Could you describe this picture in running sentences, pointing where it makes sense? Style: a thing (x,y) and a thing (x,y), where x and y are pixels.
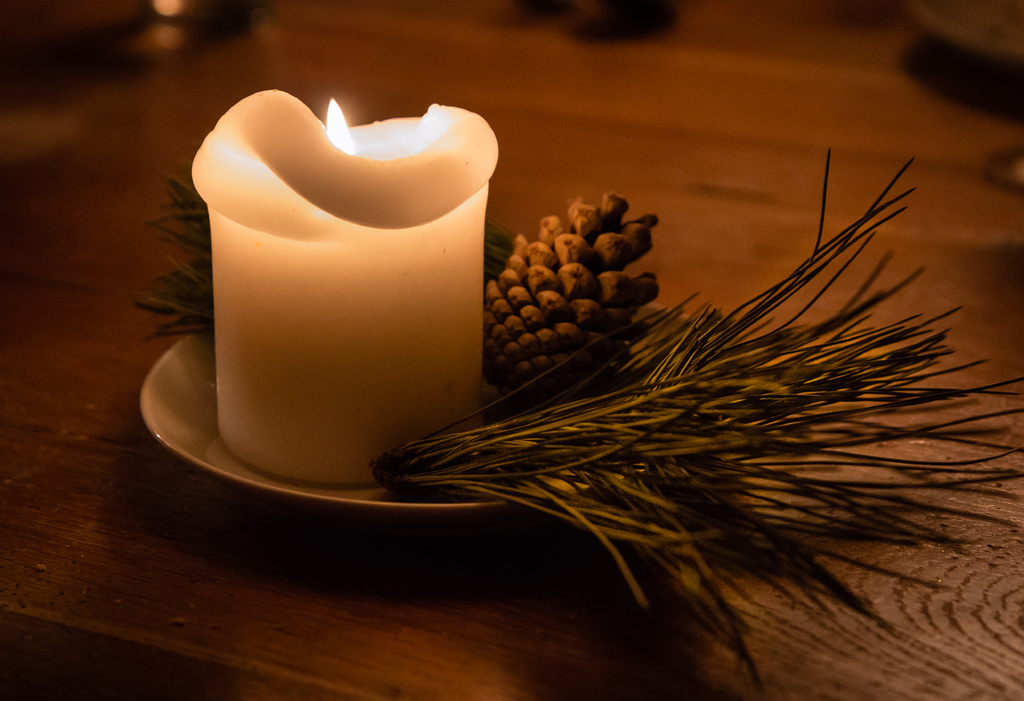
In this picture we can see plate (364,502) with candle (411,167), grass (380,458) and an object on the wooden platform (351,605). In the background of the image (907,97) it is blurry.
